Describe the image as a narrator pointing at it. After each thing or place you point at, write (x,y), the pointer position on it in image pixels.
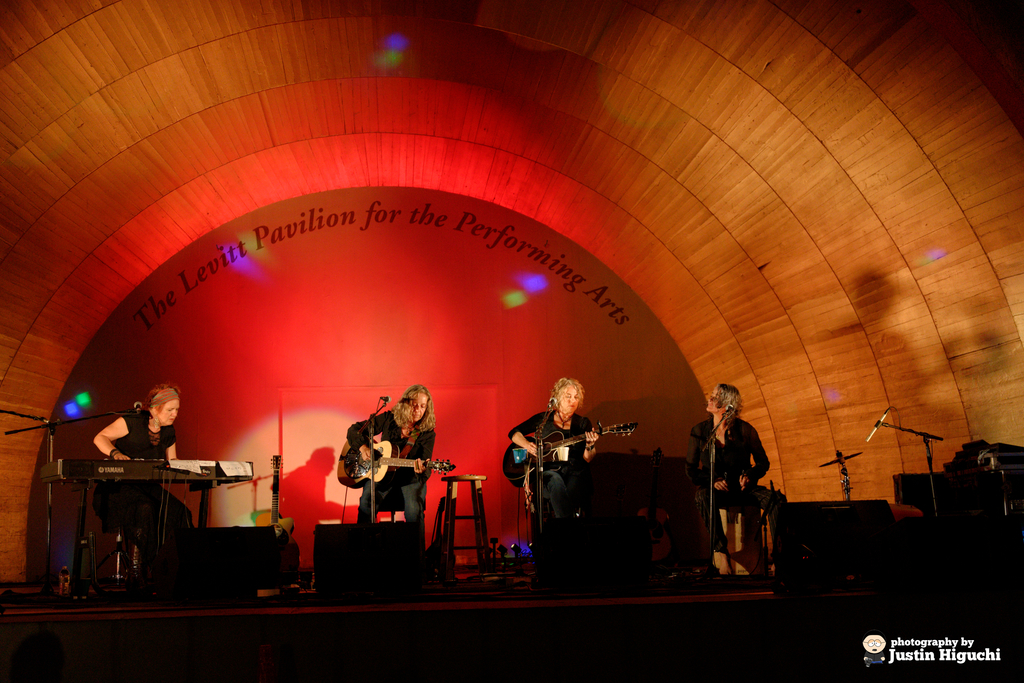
This is the image where a woman (417,392) sitting in the chair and playing the guitar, another woman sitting in the chair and playing guitar (624,436), another woman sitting in the chair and at the left side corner there is a woman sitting in chair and playing piano (61,463) and at the back ground (61,445) there is a wall (376,310) with some letters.
